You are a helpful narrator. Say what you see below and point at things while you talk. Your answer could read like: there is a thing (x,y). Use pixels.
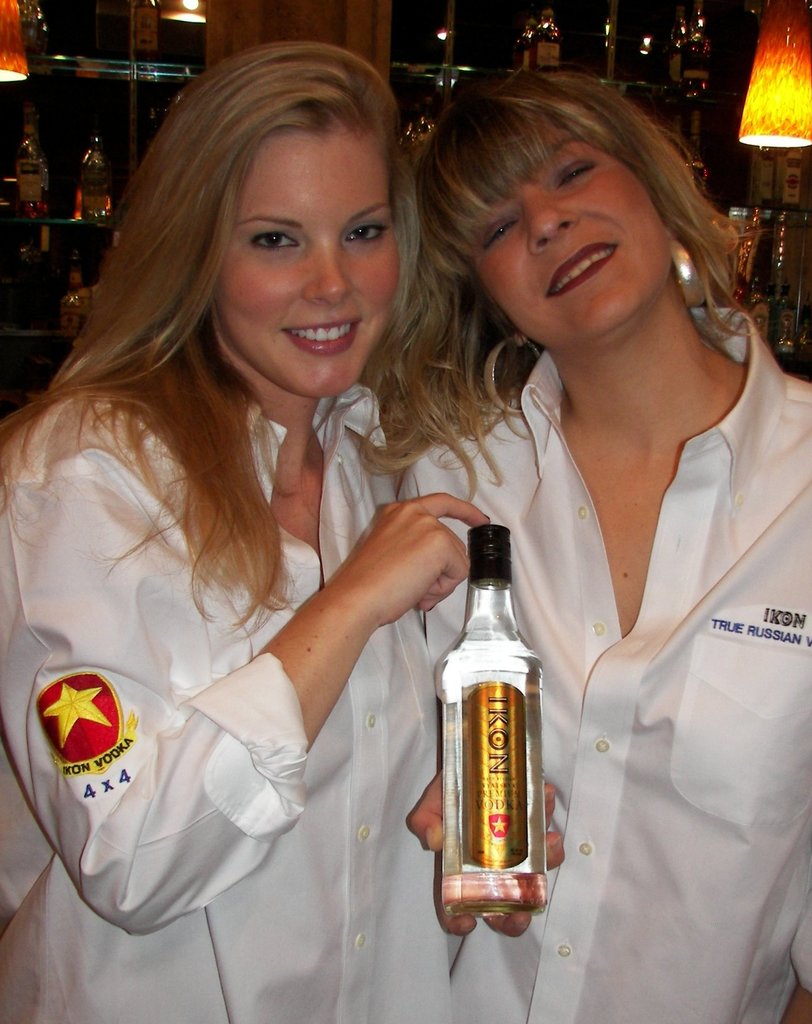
It is a picture, there are two women (399,607) wearing white dress (527,576), the left side woman (438,556) is holding bottle (469,621) in her hand (450,560), behind them in the background (638,52) there are some other alcohol bottles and lights (771,58).
